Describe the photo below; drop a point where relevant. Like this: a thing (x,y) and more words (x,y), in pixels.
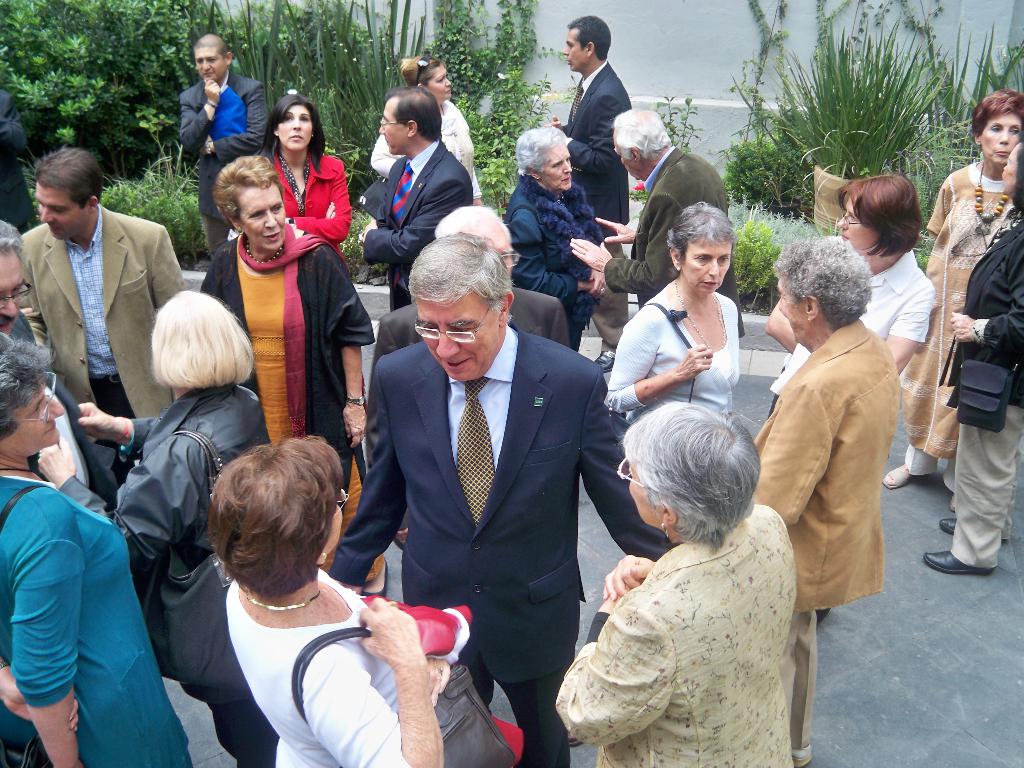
In the foreground of the picture (376,246) there are people (412,263) standing. In the background (30,48) there are plants (796,121), trees (16,21), pots (830,177) and other objects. At the top (671,30) it is wall (713,55) painted white.
